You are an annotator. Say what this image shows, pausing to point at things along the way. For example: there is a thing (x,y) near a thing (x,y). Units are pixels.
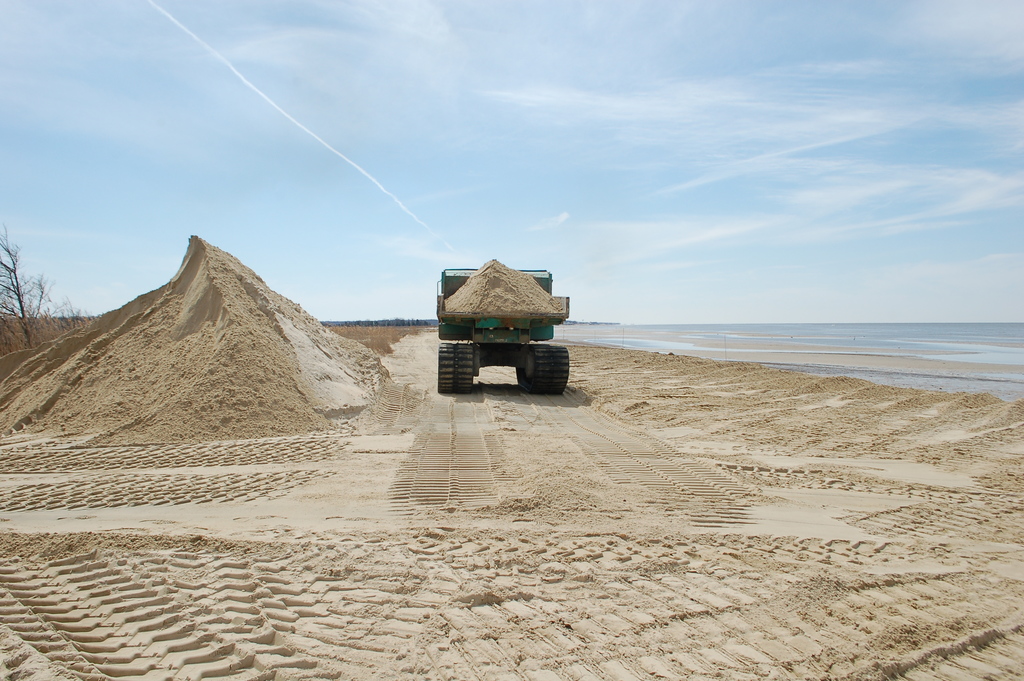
As we can see in the image there is sand (329,409), dry tree (25,297) and a vehicle (462,321). On the top (549,109) there is sky (383,86).
